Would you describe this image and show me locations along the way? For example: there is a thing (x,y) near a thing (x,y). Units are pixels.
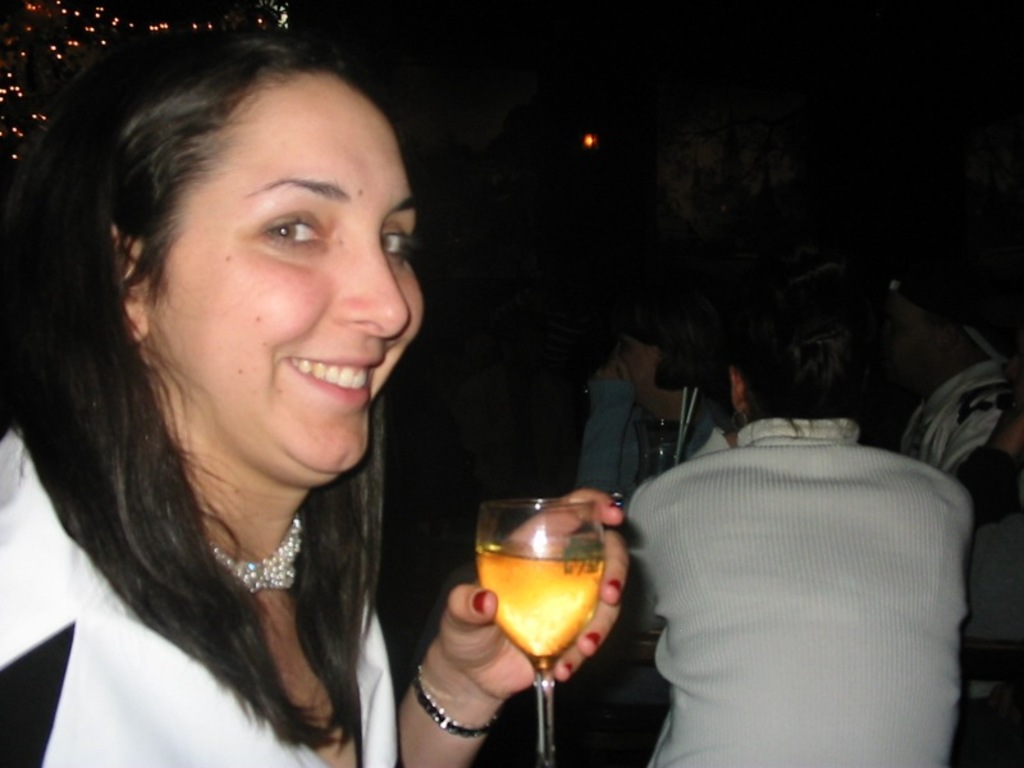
In this picture there is a woman (380,533) standing in front (556,619) holding a wine glass (532,637), smiling and giving a pose into the camera. Behind there is a person (862,608) wearing a white sweater (791,526) and sitting. Behind there is a dark background (449,94).
